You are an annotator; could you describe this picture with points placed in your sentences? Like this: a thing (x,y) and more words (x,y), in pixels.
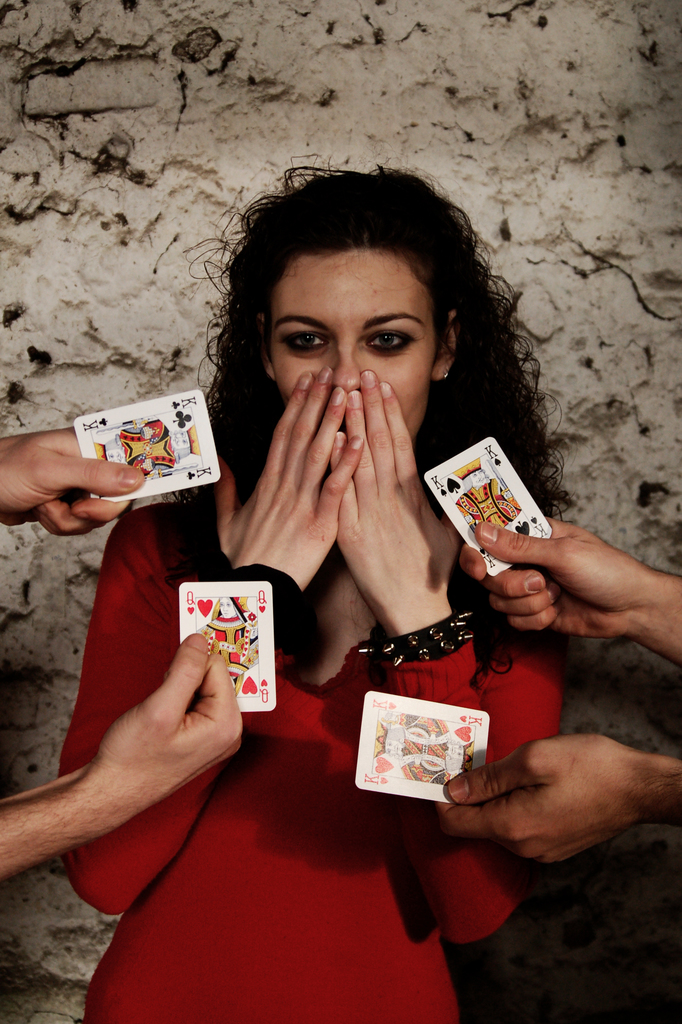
In this image I see a woman (304,1016) who is wearing a red colored dress (155,515) and she is covering her mouth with both the hands (379,378) and on the either sides we see 2 hands (5,824) holding the playing cards (119,423).
